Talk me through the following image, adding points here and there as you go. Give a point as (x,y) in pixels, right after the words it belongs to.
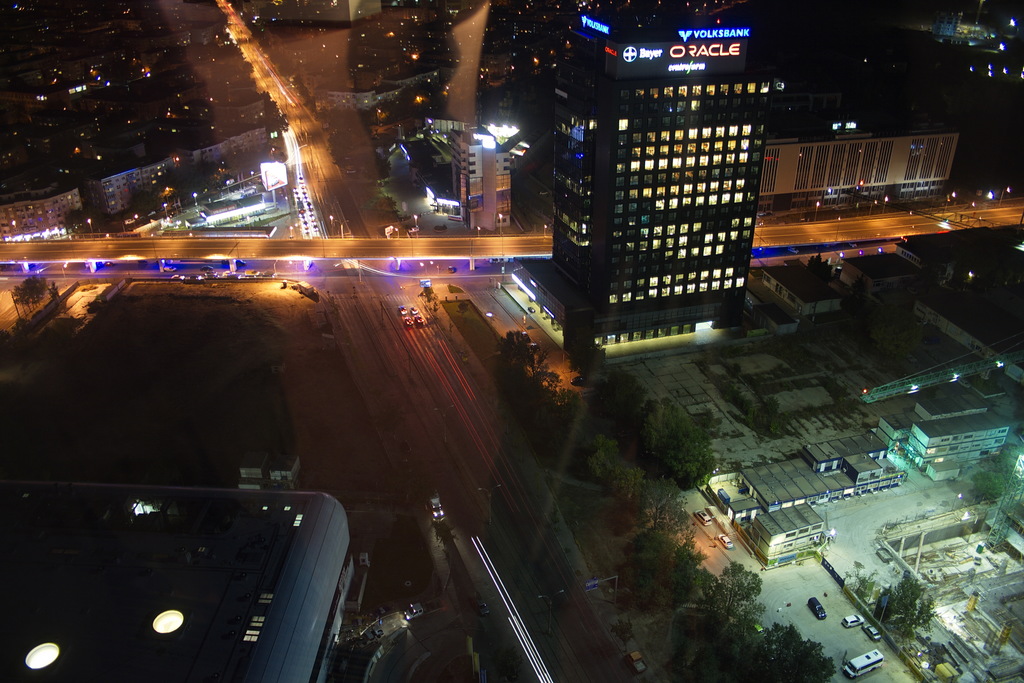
In this picture we can see buildings (1014,336), lights (741,88), trees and vehicles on roads (406,364).
